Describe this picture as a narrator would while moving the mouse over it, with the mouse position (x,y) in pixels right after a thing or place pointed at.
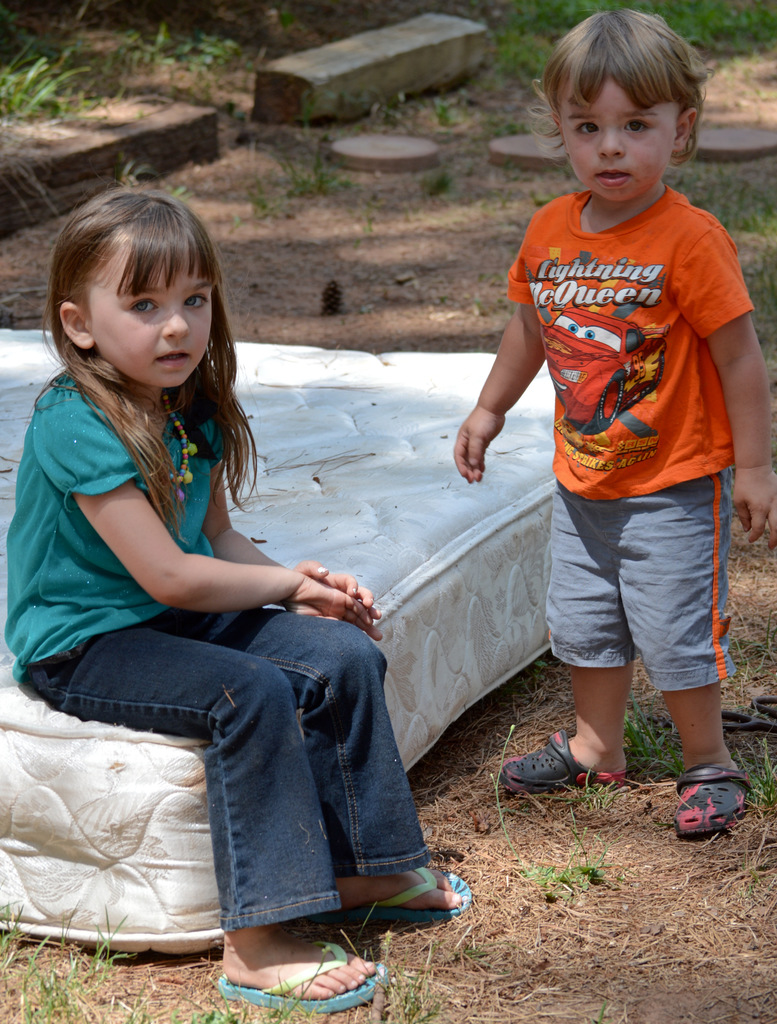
In this image I can see two persons (602,462), in front (252,667) the person (253,677) is sitting and wearing green shirt (55,619), blue pant (187,721) and the other person (661,528) wearing orange shirt (684,385), gray short (664,568). Background (151,32) I can see the grass (166,62) in green color.
